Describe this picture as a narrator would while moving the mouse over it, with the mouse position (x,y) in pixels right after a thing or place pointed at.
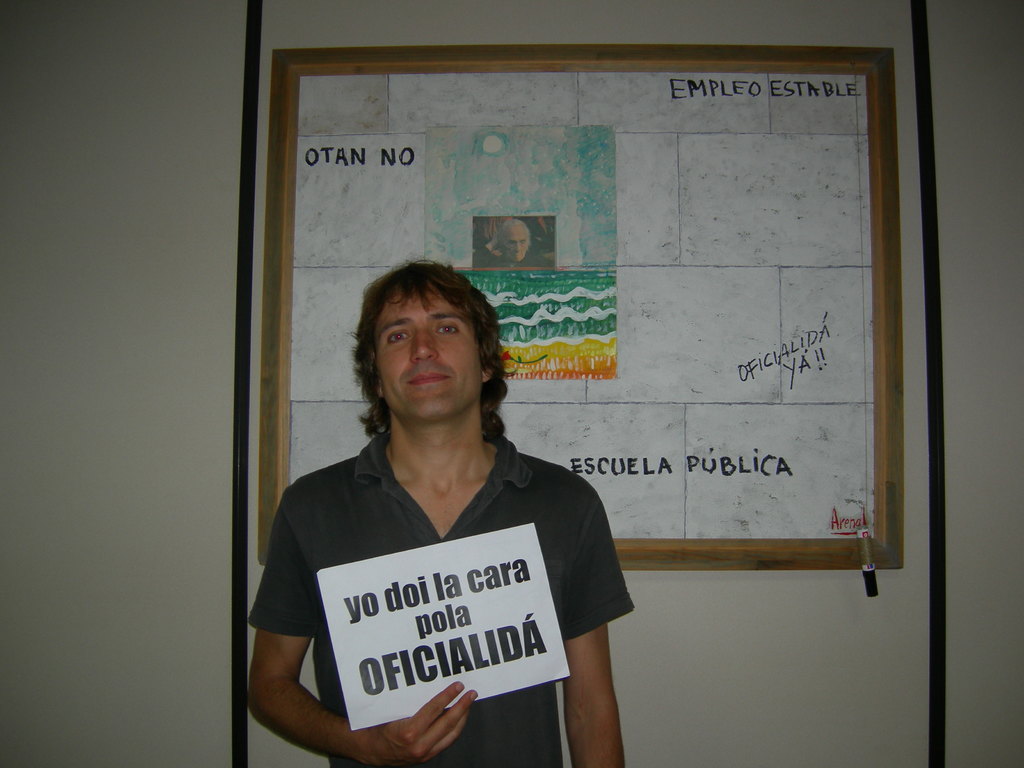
There is a person (484,343) in gray color t-shirt (554,475) smiling, standing and holding a white color hoarding (419,567). In the background (654,215), there is a board (358,183) which is attached to the wall (186,167).
